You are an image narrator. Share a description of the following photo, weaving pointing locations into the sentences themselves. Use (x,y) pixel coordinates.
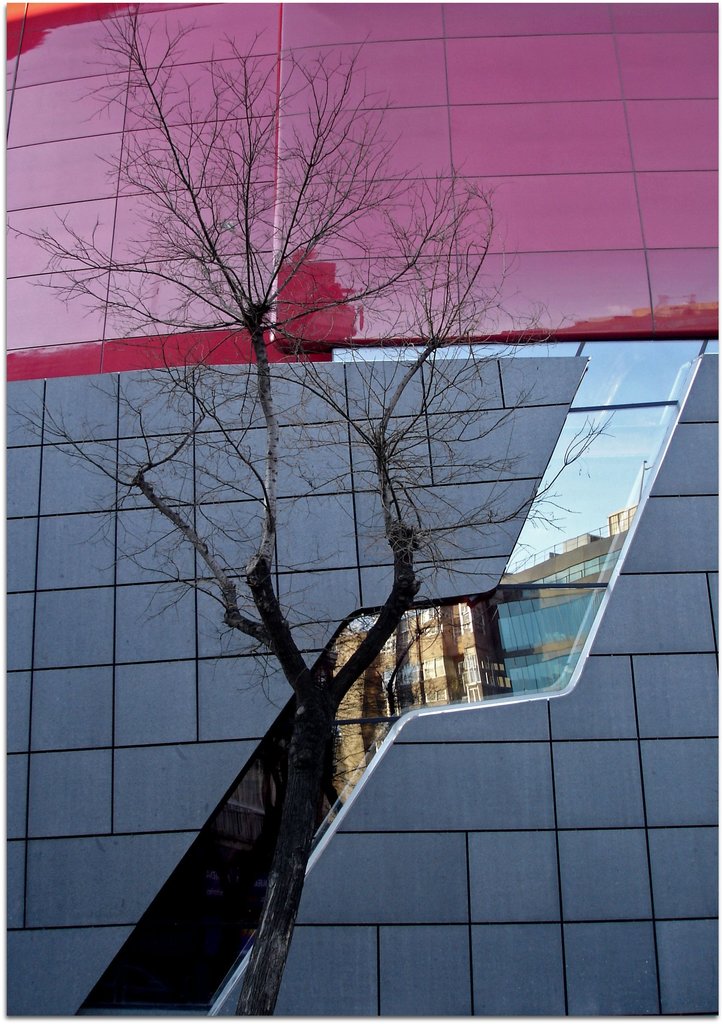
In this image I can see in the middle (391,612) it is the tree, at the back side (154,625) there is the glass building (516,905).
